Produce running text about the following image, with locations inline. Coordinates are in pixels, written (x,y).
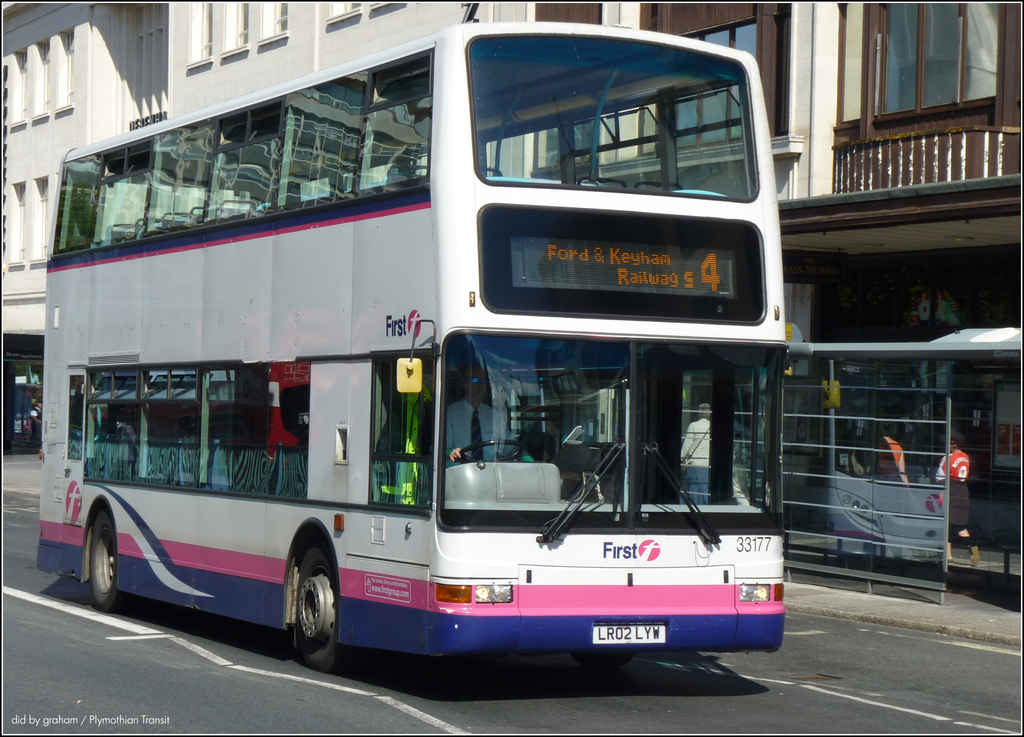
In this image I can see road (453,681) and on it I can see white lines (149,629) and a white bus (293,383). On this bus (468,525) I can see something is written at few places. In the background (825,315) I can see buildings (56,131) and here I can see few people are standing.
